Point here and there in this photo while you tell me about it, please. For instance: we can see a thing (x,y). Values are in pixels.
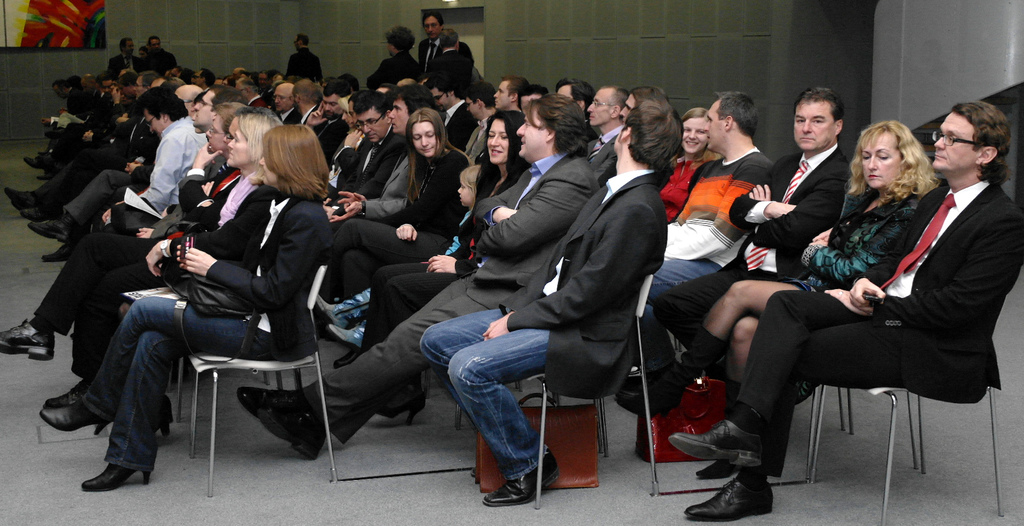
This image is clicked inside a room (305,463). There are so many chairs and people (619,182) are sitting in those chairs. There are bags (563,458) at the bottom (663,452). There are women (314,196) and men (537,250). There is a board (43,34) in the top left corner (60,37).
